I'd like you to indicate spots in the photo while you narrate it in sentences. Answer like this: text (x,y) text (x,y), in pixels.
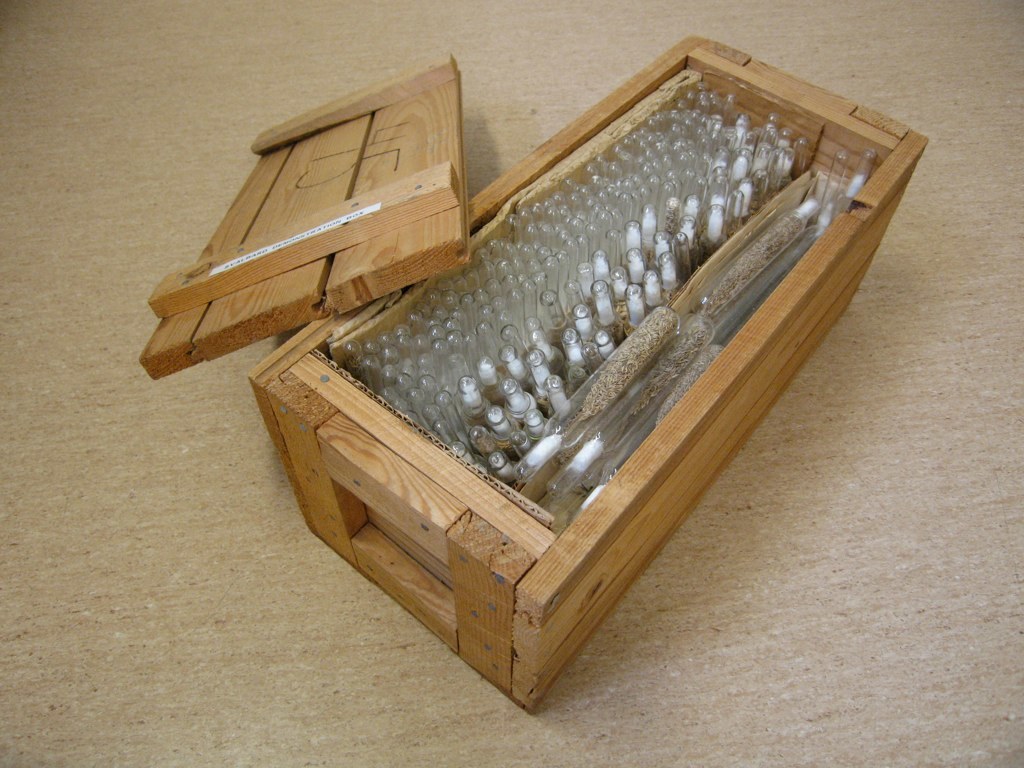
In this image there is a wooden box (590,134), and in the box (543,327) there are bottles (508,239) and there is a board (340,194) and at the bottom (292,631) there is floor (923,203).
